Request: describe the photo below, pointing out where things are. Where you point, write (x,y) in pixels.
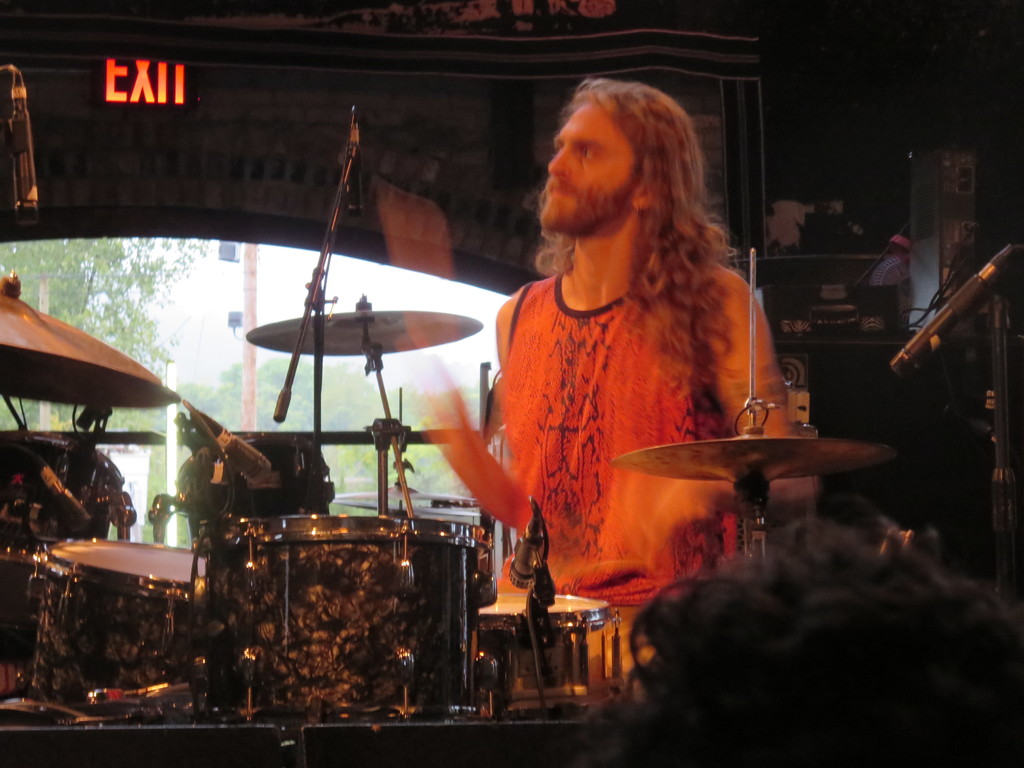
In this image, I can see a person (535,395) sitting. In front of the person (525,404) there are drums (411,631), cymbals (113,403), hi-hat instrument (745,454) and mics (240,458) with the mike stands (349,154). Behind the person (671,340), I can see few objects (849,385). In the background (127,335), I can see trees (139,323), poles (243,360) and the sky (232,353) through a window (453,349). At the top left side of the image (144,102), there is an exit board (140,90).
